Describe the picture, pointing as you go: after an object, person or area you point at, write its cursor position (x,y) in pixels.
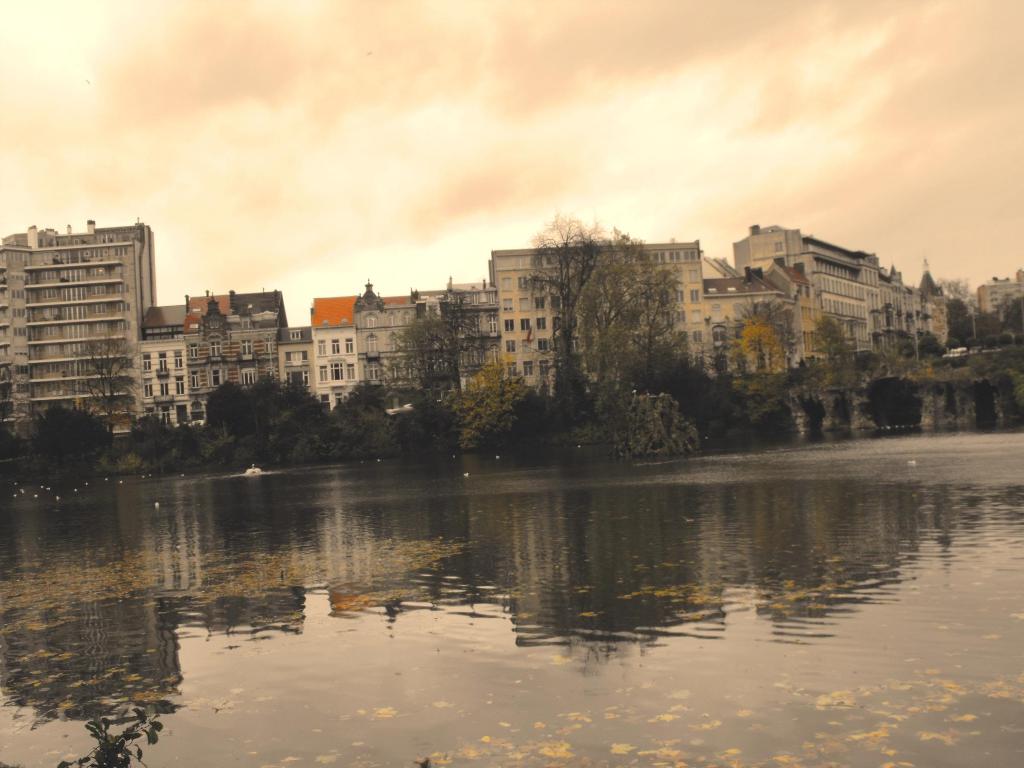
In this image we can see some buildings (33,327), trees (630,327) and other objects (958,356). At the top of the image (453,104) there is the sky (615,118). At the bottom of the image (542,625) there is water (727,625). On the water (568,585) we can see some reflections (659,631).
